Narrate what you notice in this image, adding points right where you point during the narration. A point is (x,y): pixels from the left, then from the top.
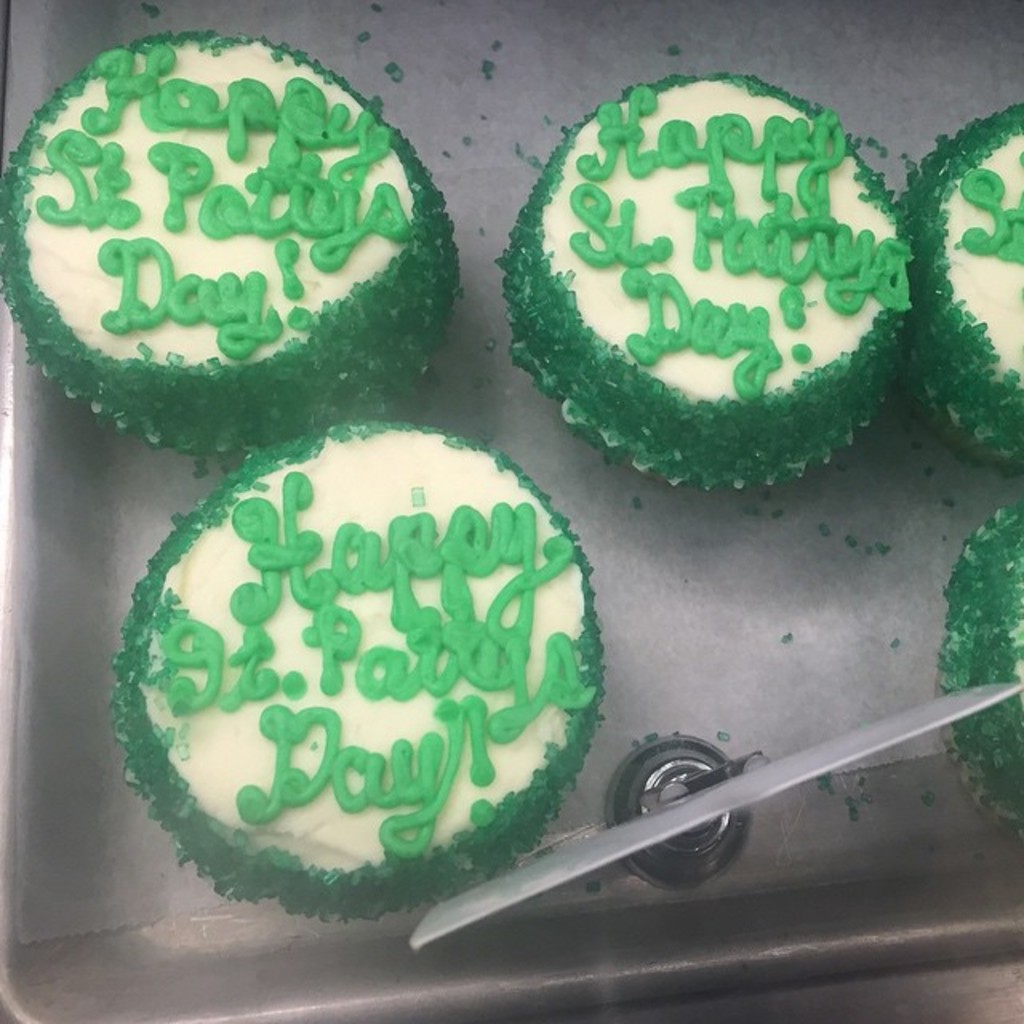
In this image we can see the green color cake pieces (404,357) in the tray (82,959).
